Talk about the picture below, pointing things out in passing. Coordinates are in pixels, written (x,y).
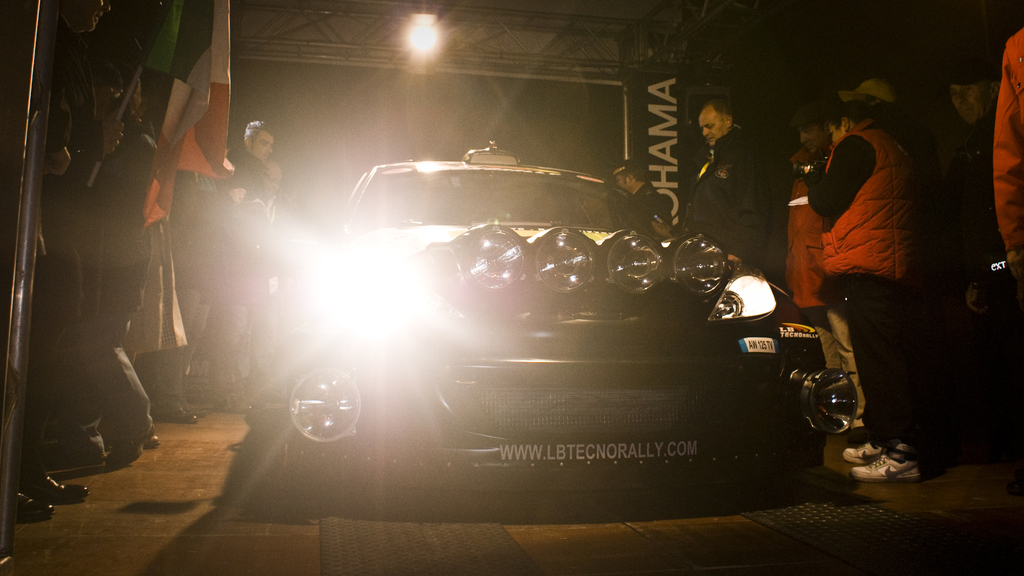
In this picture we can see a car (305,386) on the road (822,486) and beside this car (350,385) we can see some people (992,206) standing, flags (197,47), banner (658,155), lights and in the background (490,86) it is dark.
